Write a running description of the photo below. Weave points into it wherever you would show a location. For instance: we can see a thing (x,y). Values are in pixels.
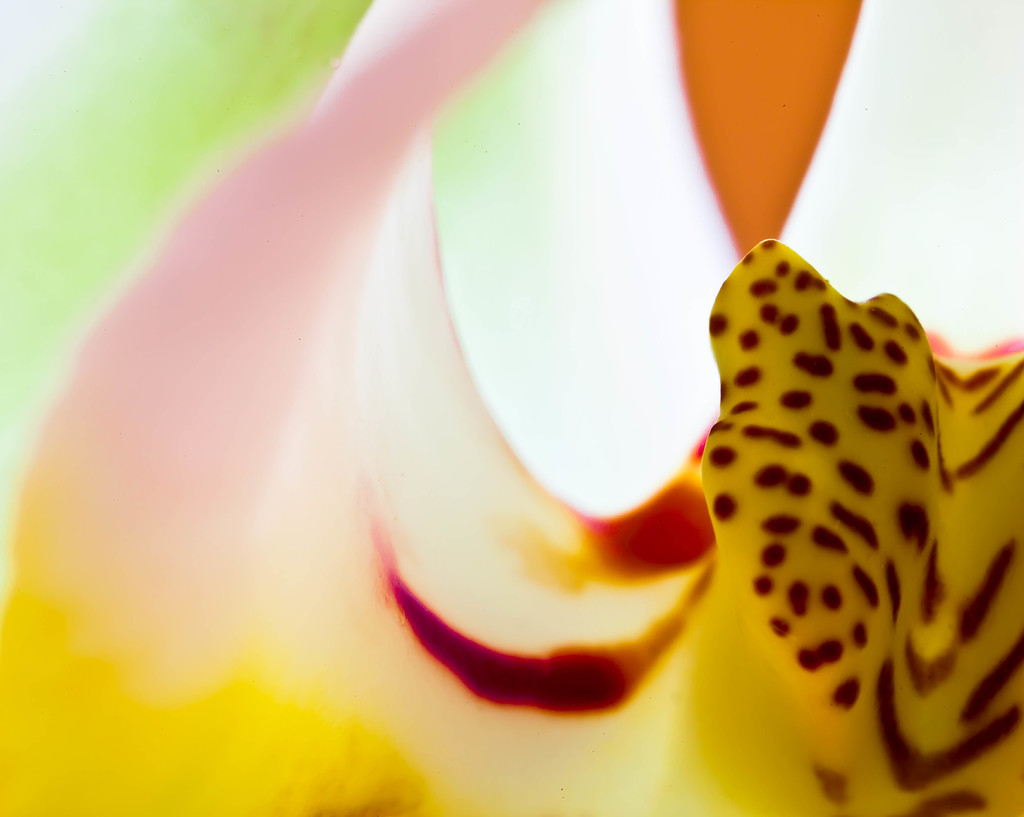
Here we can see a close up view of an object (665,502) and we can also see the markings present on it over there.
